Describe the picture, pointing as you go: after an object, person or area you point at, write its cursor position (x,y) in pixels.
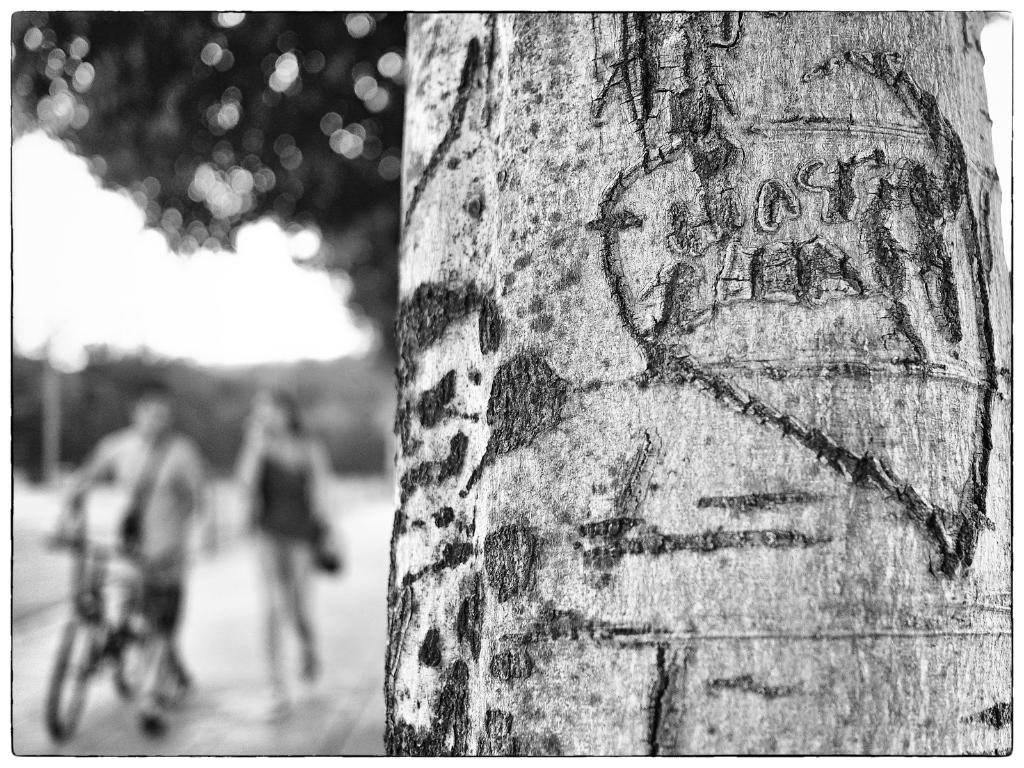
In the picture we can see a tree trunk (847,512) and something written on it and beside it, we can see a man (144,676) and a woman (304,472) are walking on the path (95,745) with a bicycle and behind them we can see some trees (113,422) which are not clearly visible.
